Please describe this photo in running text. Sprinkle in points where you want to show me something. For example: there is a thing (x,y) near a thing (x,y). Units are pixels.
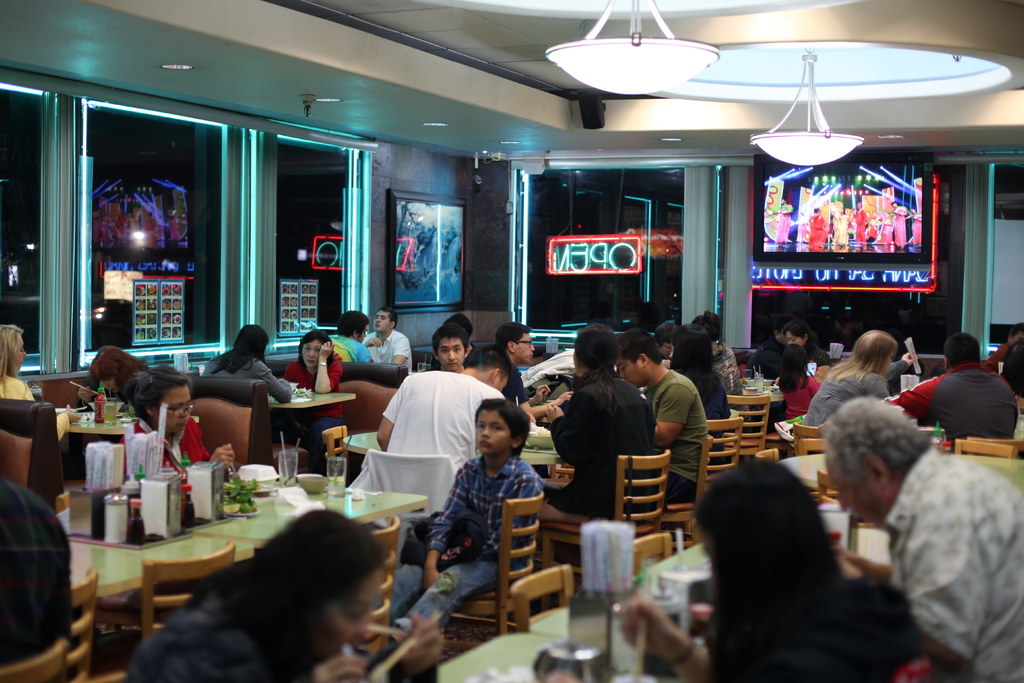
Group of people (905,662) sitting on the chairs (385,535). We can see glasses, jars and objects (89,512) on the tables (472,659). On the background (233,310) we can see wall (488,205), television (896,233), glass windows (648,262). On the top (824,109) we can see lights (830,136).
